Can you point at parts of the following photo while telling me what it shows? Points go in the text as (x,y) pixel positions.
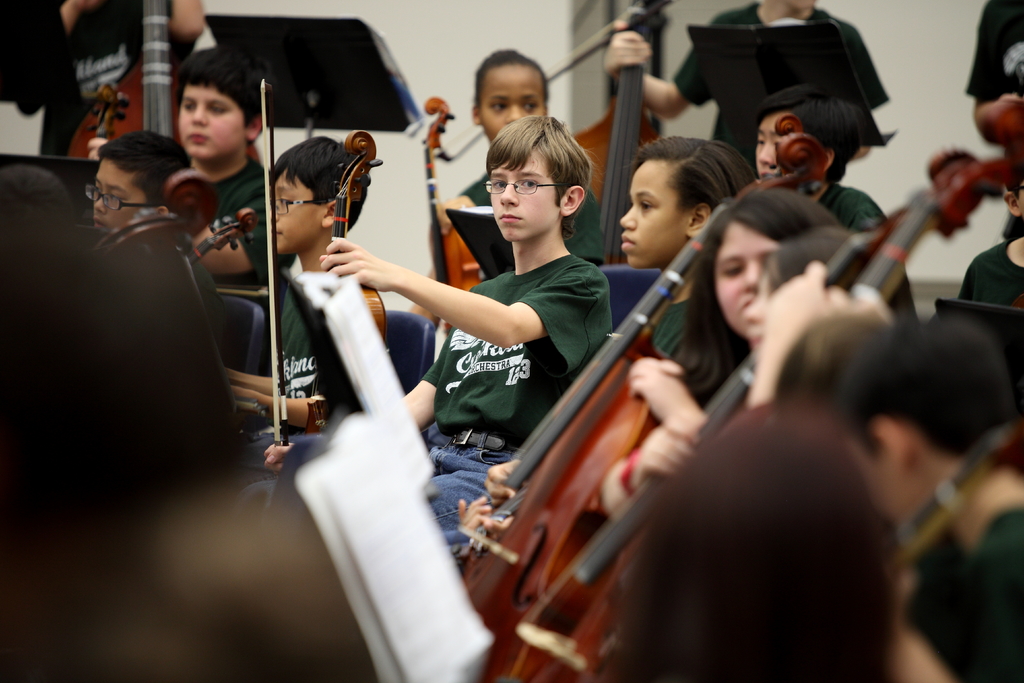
In this picture we can see a group of children's (502,305) sitting on chair (248,304) and playing musical instruments (603,395) such as violin (374,301) and in front of them we have papers (381,339) on stand (310,318) and in background (471,32) we can see wall (531,41).
